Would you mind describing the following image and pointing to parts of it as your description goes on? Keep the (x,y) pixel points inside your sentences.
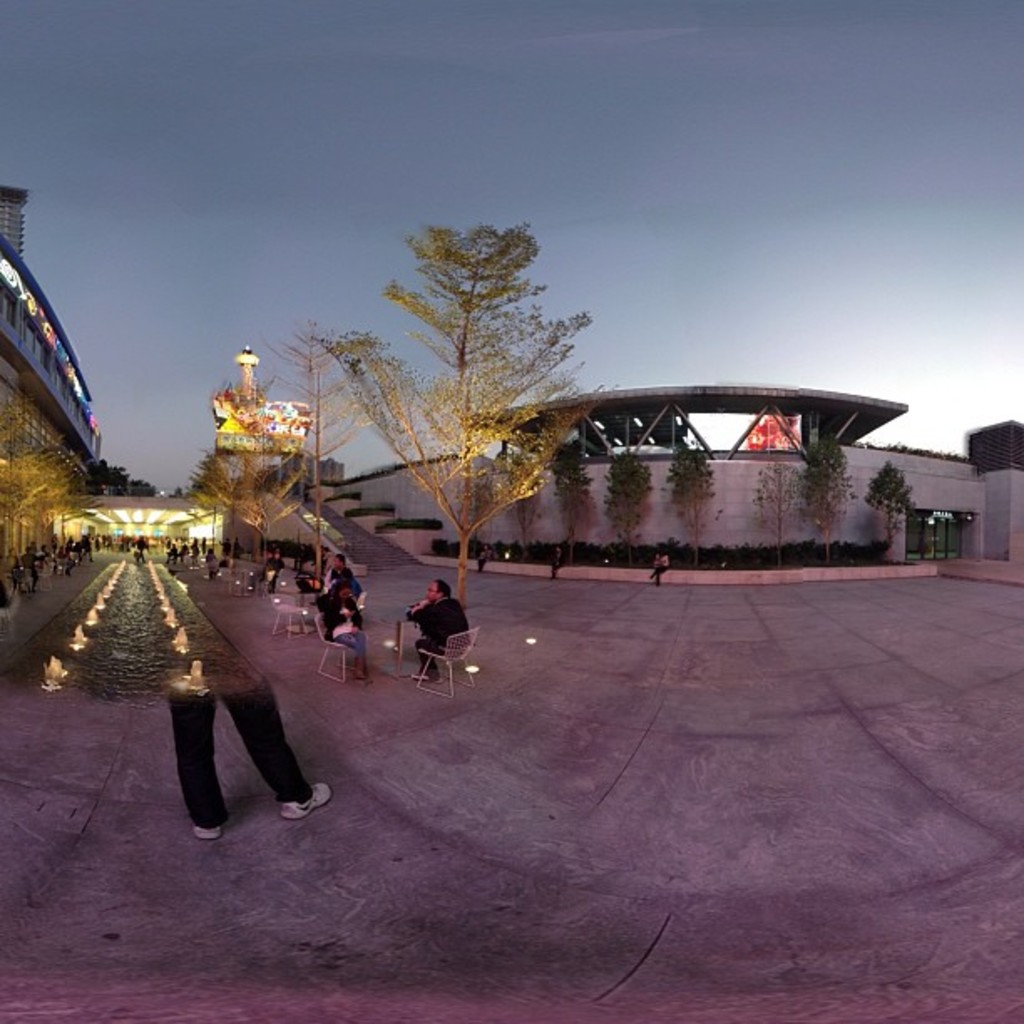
This is an edited image. In this image we can see buildings (728,527), electric lights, advertisement boards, trees (473,514), persons (328,598) sitting on the chairs (314,622), fountains (190,648) and sky (778,263) with clouds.
